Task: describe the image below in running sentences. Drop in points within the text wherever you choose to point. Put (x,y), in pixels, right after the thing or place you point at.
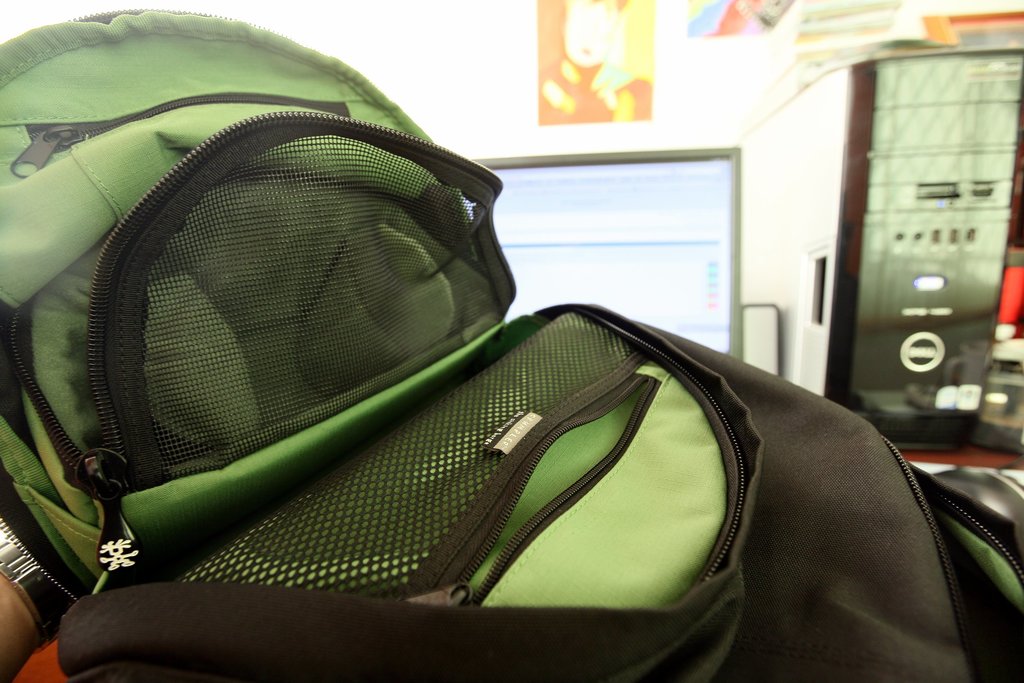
This is the picture of a bag (627,524) which is in green and black color. Background of this bag (199,302) is a monitor (545,259) and a wall (436,50) on the wall (436,50) there are the posters (550,69).
